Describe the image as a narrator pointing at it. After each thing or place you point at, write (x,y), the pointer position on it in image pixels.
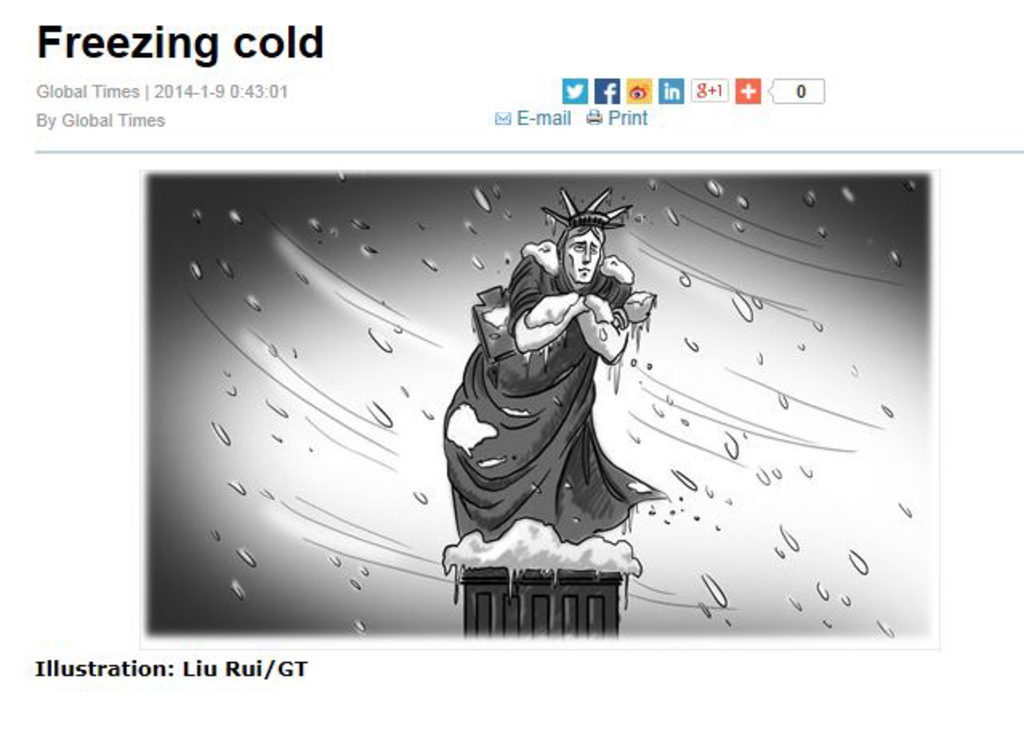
This is a poster. In this poster, we can see a statue (575,286) and a water droplets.
